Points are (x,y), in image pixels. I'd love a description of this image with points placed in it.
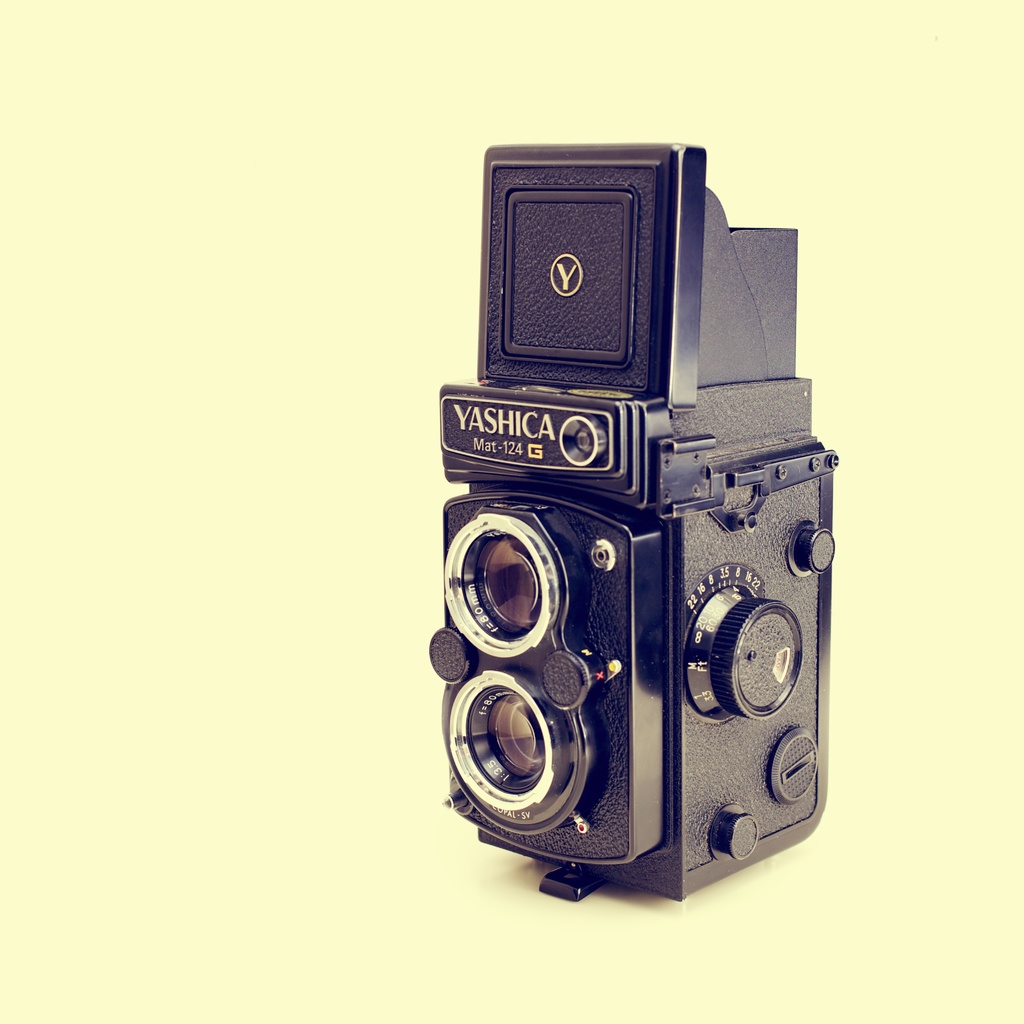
In the picture we can see a camera (640,883) with two lenses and it is black in color.
